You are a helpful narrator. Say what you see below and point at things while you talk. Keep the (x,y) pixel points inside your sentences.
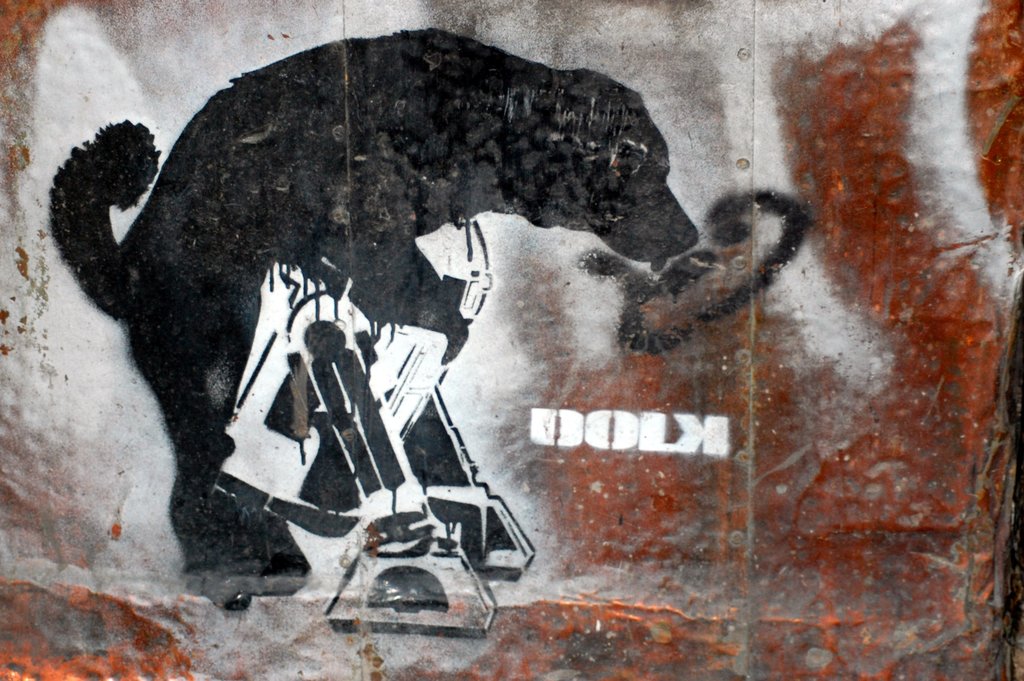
This image consists of a wall (126,137) on which there is a painting (409,317) of a dog (430,111) in black color. Beside the dog (476,97) there are brown and white color.
